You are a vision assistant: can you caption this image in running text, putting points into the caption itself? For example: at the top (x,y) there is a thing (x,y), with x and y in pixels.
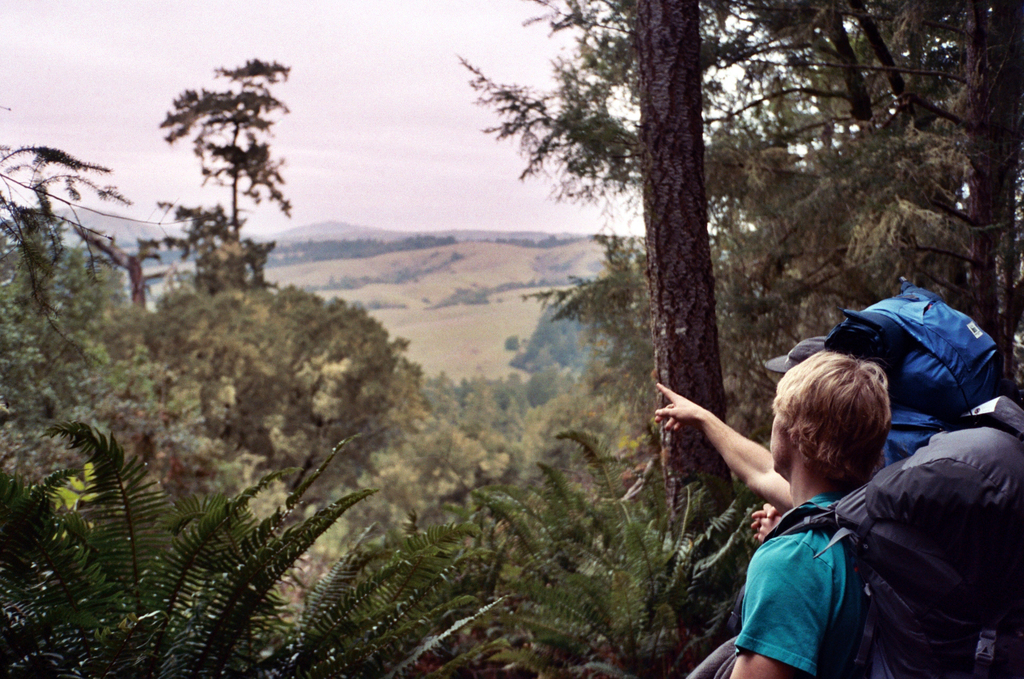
This is the picture of a two person (743,675) standing and wearing a backpacks (791,511). We can also see some trees (963,274) and hills (410,237) in the background (504,377).
